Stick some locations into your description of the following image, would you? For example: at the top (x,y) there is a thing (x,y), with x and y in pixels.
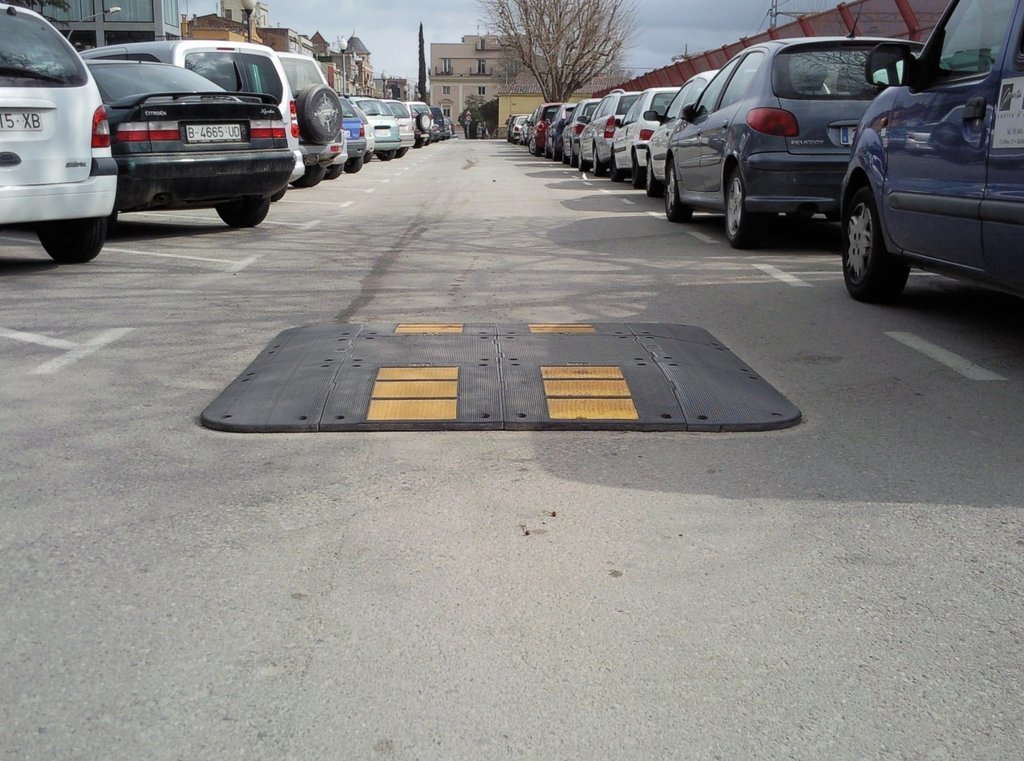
In the picture we can see road (430,557), there are some vehicles (405,136) parked on left (253,134) and right side of the picture (773,128) and in the background of the picture (474,11) there are some houses (156,5), trees (566,65) and cloudy sky (635,50).
